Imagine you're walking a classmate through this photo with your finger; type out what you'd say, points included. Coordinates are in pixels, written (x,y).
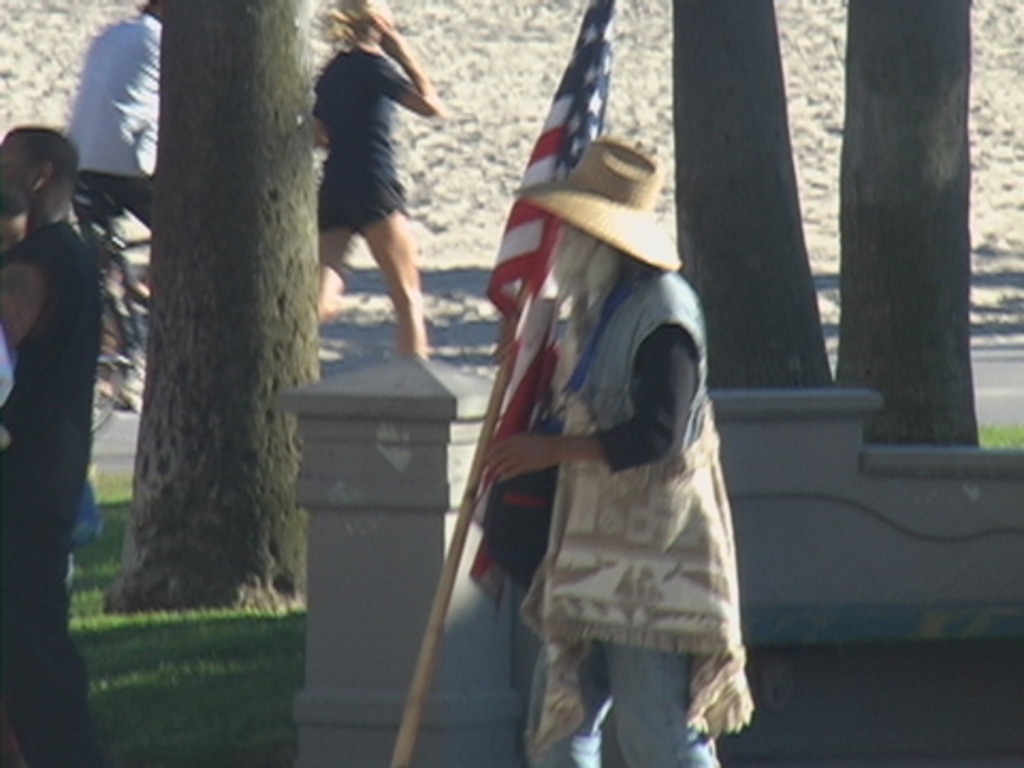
Here I can see a person (643,414) wearing a jacket (702,548), cap (596,197) on the head (587,189), holding a flag (537,372) in the hand (498,457) and walking towards the left side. On the left side (32,422) there is a man (32,371) standing and carrying a baby (11,222). Behind this man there is a wall (426,484). In the background (193,128) there are tree trunks (183,182) and a woman (340,185) is walking and also there is a person (137,189) riding a bicycle (110,220).
